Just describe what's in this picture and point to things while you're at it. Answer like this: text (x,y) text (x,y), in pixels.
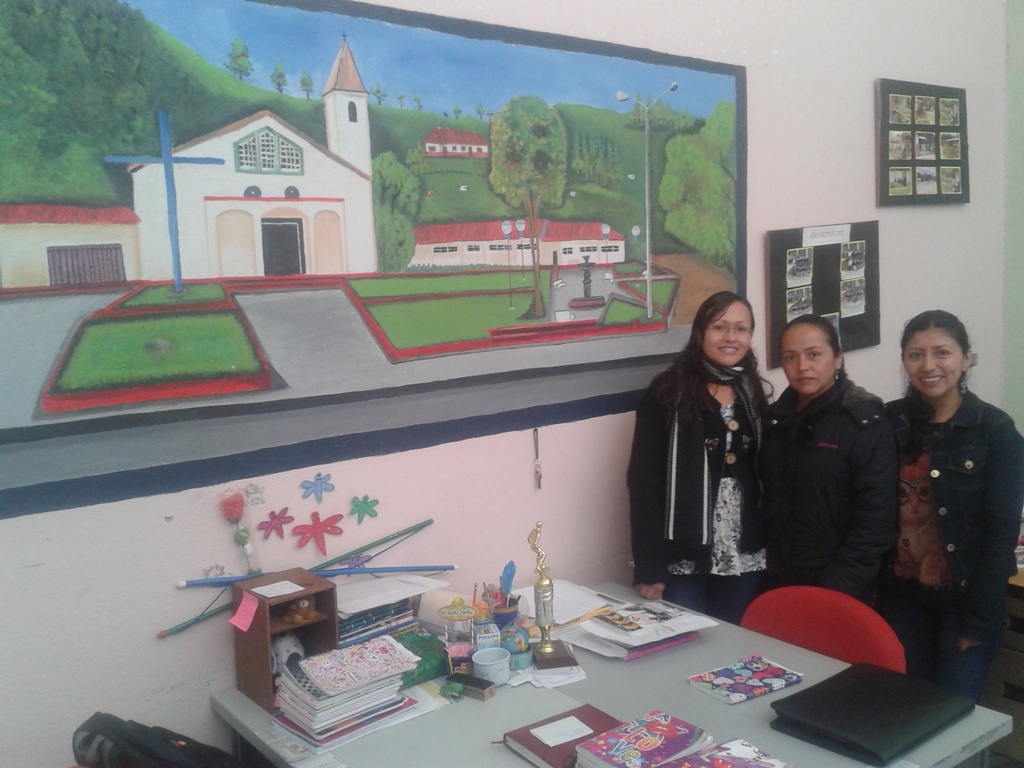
This picture is clicked inside the room (1003,327). Here, we see three women (788,474) standing in front of table (630,700) on which many books (574,715), file (829,727), cup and a box (269,579) are placed. Behind that, we see a wall (96,609) which is white in color and we even see a board (178,180) in which house (215,140), hill (197,68) and many trees (88,140) are painted on it. We even see a notice board (786,253) on which many posters (796,284) are pasted.
